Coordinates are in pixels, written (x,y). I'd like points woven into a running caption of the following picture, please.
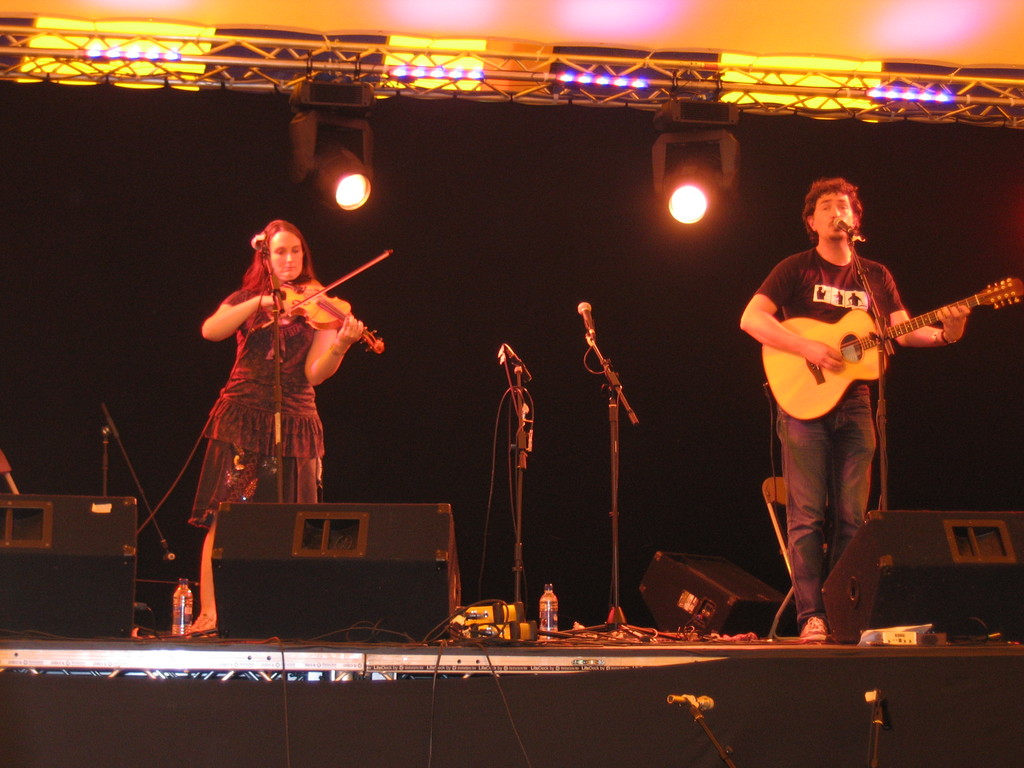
In the image there are two people (260,359) man (803,464) and woman (298,478). On right (753,308) there is a man (758,312) holding a guitar (859,322) and playing it in front of a microphone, on left side (330,322) there is a woman (336,334) holding a violin (326,308) and playing it in front of a microphone (266,252). On top (347,188) there are two lights (660,174), on bottom (456,621) we can see a water bottle (548,603), speakers (718,601), wires (454,629).
